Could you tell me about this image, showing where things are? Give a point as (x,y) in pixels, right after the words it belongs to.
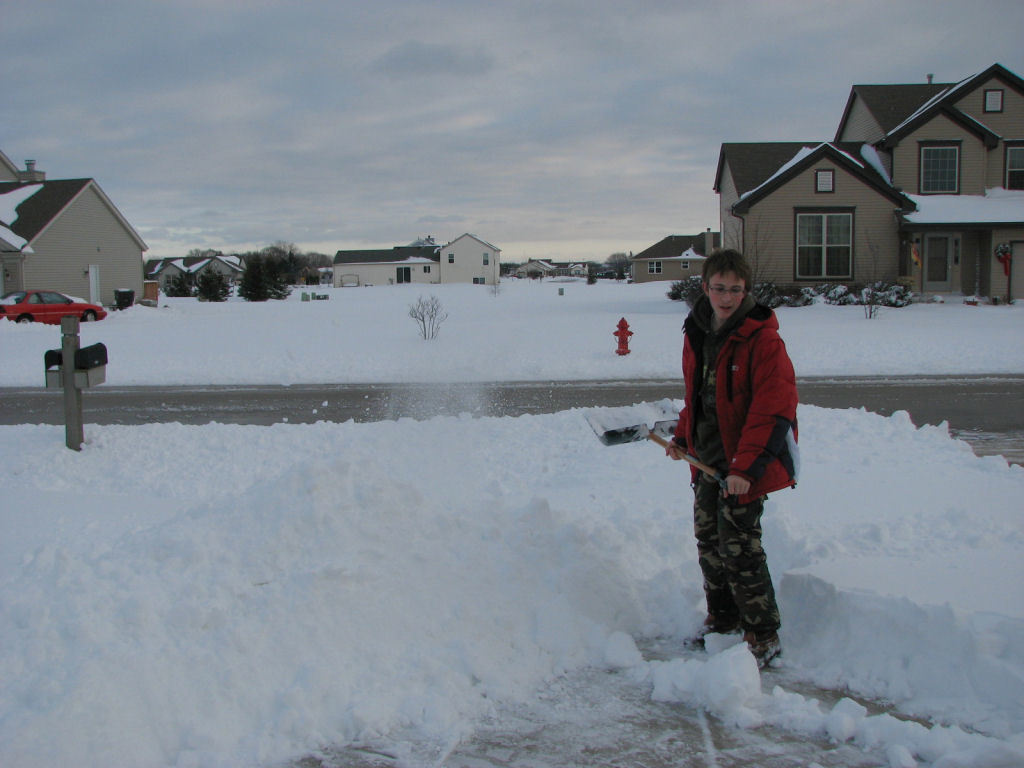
In the picture we can see a person (774,610) standing on the snow surface (775,594) holding a stick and in the background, we can see a road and snow (139,333), and on the snow surface (903,320), we can see some houses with windows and vehicles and we can also see some trees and sky (486,188) with clouds (413,150).
